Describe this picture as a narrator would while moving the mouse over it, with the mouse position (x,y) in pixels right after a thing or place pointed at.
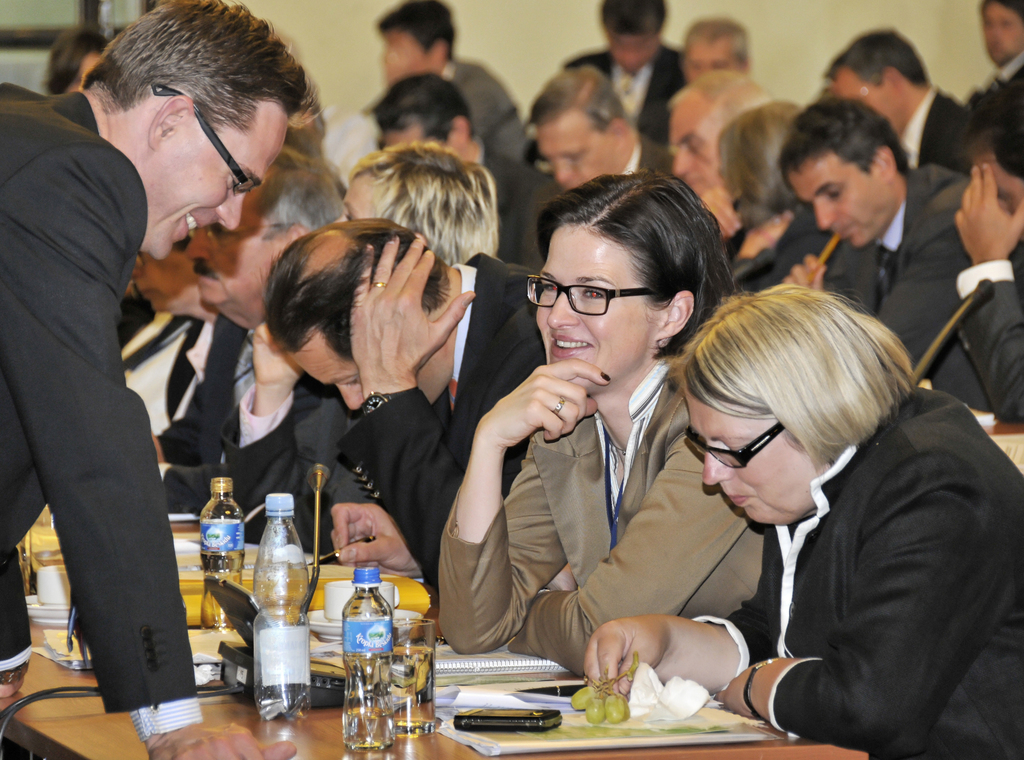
In this picture I can see a number of people (541,364) sitting on the right side (802,347). I can see a person (119,413) standing with a smile. I can see bottles (282,684), files (470,737), glass (404,700), telephones (481,727) on the table (254,721).
